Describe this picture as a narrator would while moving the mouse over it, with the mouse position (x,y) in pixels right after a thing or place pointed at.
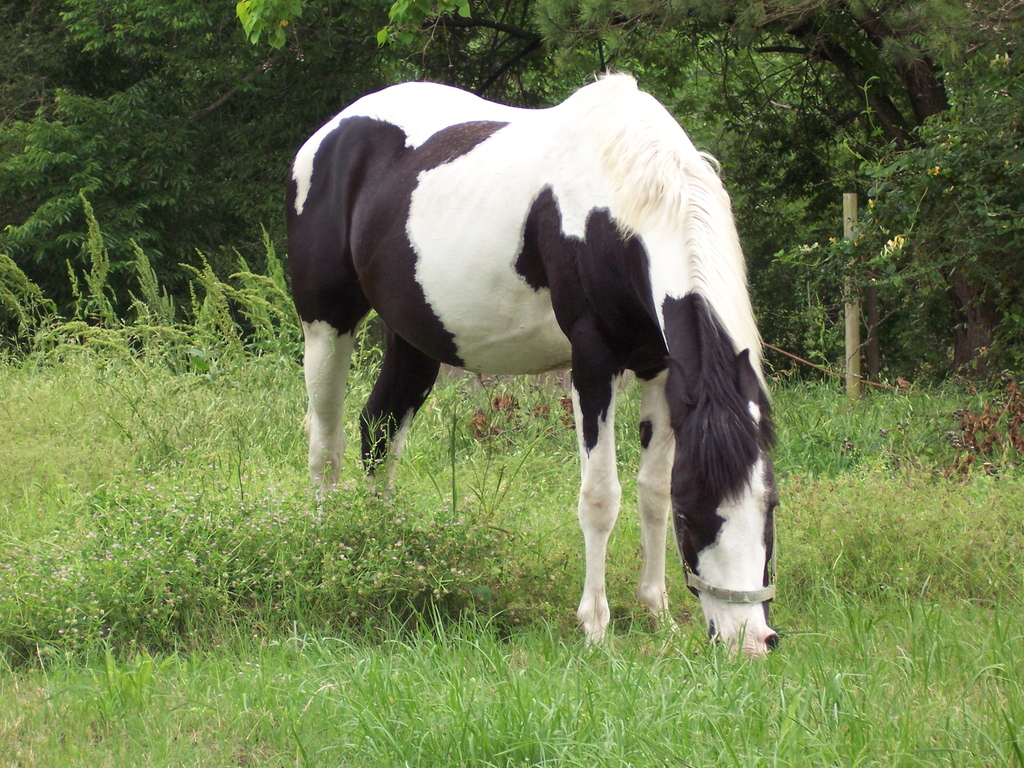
In this image there is a horse (544,323) on the surface (383,693) of the grass (338,631). In the background (285,107) there are trees (782,101) and there is a wooden stick (858,265).
